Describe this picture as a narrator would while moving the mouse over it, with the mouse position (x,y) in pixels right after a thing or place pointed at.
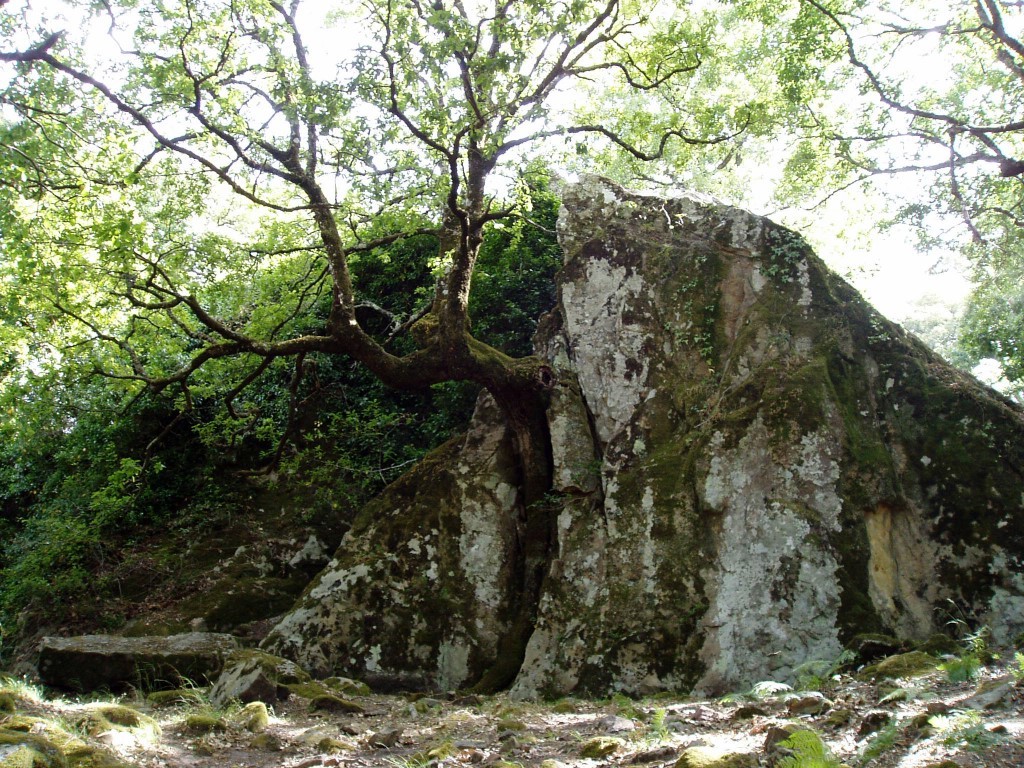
In the center of the image (620,276) there is a rock (428,481) and we can see trees (534,170). In the background (850,128) there is sky (924,67).
